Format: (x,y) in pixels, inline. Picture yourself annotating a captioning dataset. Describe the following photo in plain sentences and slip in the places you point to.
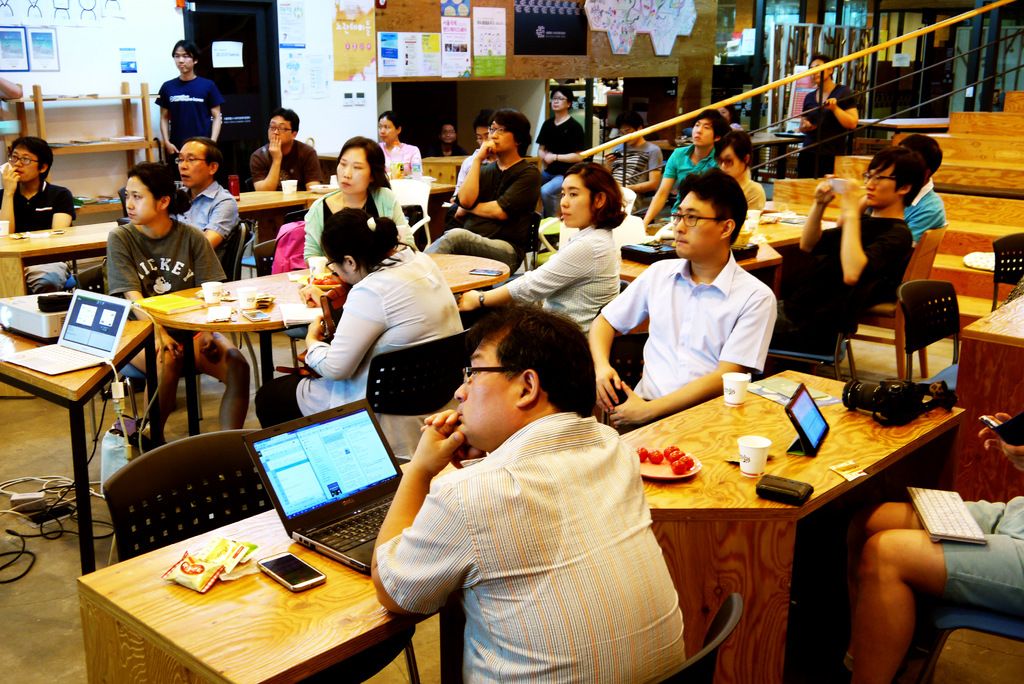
there are many people (475,409) sitting on the chair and watching towards the left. on the table (324,592) there are laptops (351,519) and phones (309,573). at the right corner (986,164) there are stairs (973,160). at the back (654,44) there are paper notes (394,61) and door (248,76).
